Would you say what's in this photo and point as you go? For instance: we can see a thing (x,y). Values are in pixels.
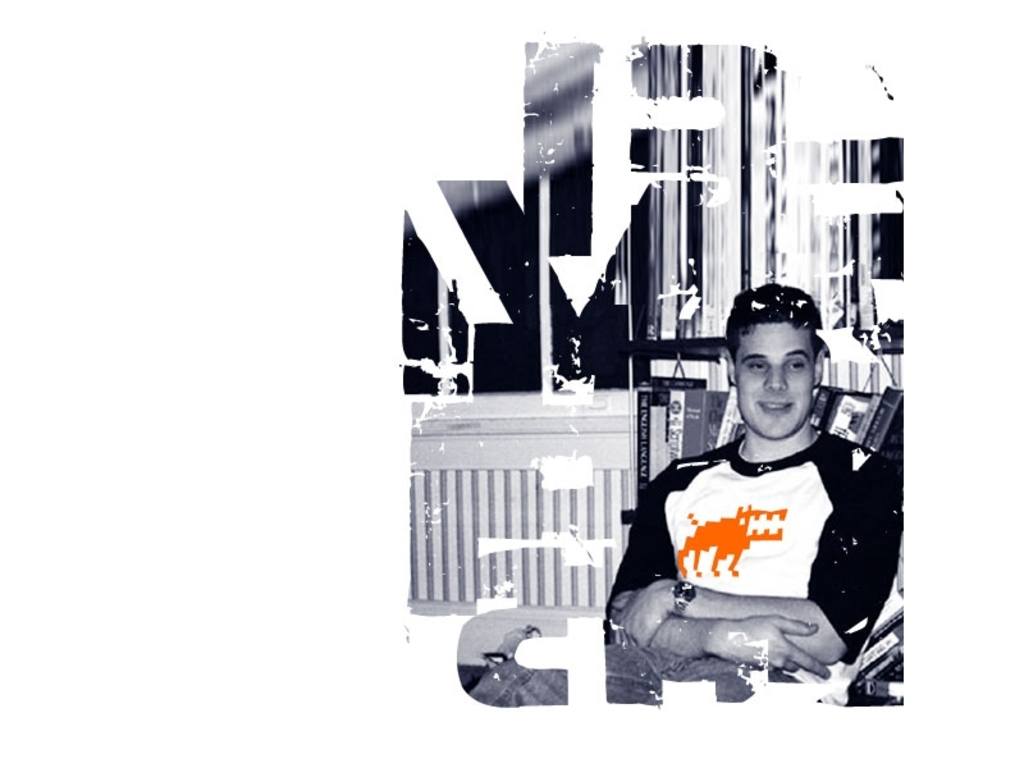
This is an edited picture, in this picture we can see text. On the right (824,528) there is a person (767,584) sitting in chair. In the background (522,334) there is a window (607,345). In the center (656,421) there are books (686,423) in the rack (715,350).
